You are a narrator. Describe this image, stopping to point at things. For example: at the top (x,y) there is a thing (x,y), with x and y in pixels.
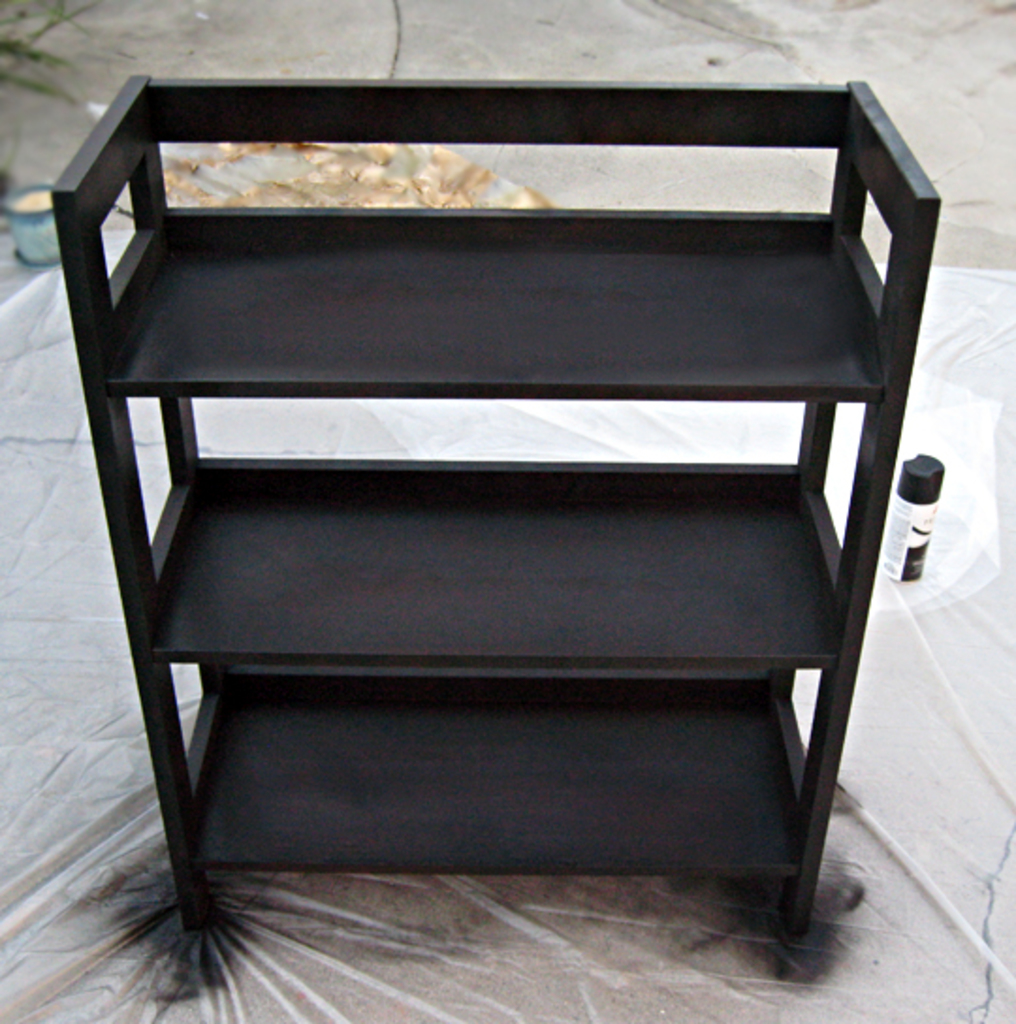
In this image we can see a black color rack (637,764) is kept on a plastic cover (938,814). Beside the rack (473,793) one black and white color bottle (929,510) is present.
